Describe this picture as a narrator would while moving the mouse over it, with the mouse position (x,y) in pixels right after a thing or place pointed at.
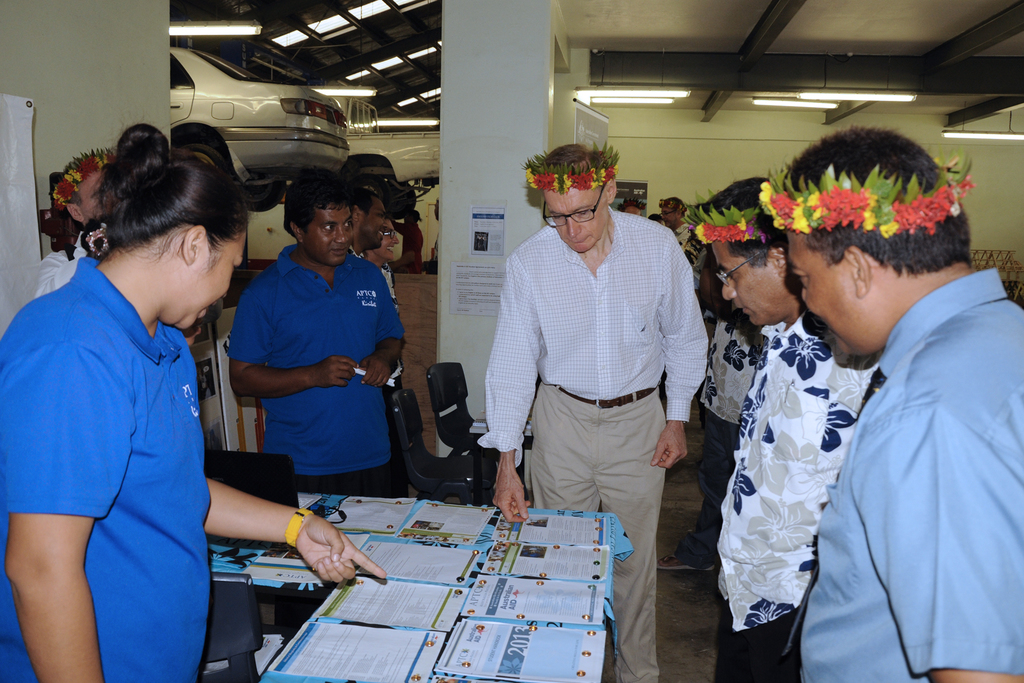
In this image there are group of people (296,229) standing, there are papers (466,535) on the tables (369,526), laptop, chairs (452,481), papers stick to the wall (516,198), vehicles (359,150), lights (368,93).
